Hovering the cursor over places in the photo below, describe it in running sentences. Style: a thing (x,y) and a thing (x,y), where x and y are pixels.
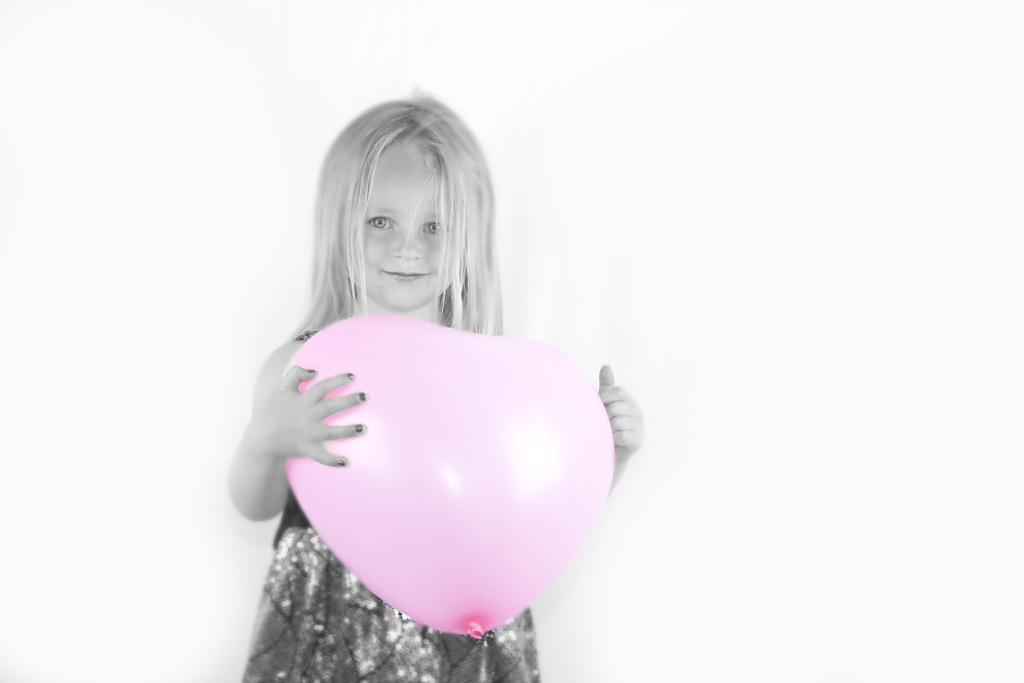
In the foreground (635,436) I can see a girl (523,634) is holding a balloon (403,438) in hand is standing. The background (161,154) is white in color. This image is taken may be in a house (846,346).
